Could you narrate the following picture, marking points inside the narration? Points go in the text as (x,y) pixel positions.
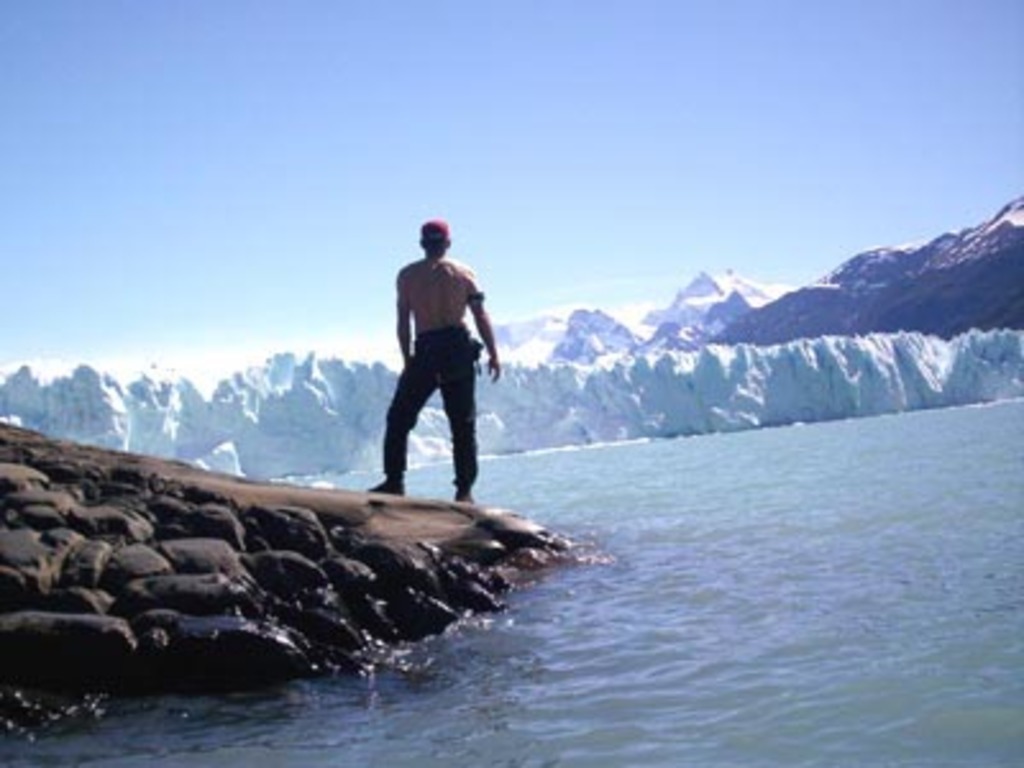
In the image we can see a man (428,313) standing, he is wearing trouser (413,386), shoes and a cap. These are the stones (118,498), water (782,572), snow (720,403), mountain (716,314) and a plain blue sky (527,166).
